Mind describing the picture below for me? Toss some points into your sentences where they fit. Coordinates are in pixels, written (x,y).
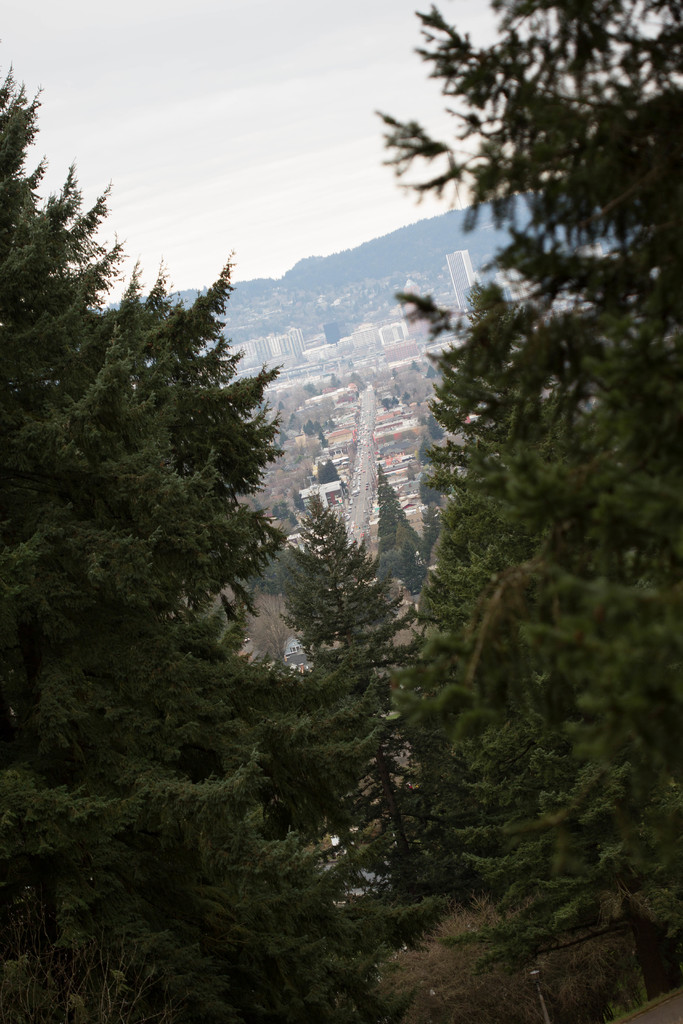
In this image there are trees (516,645). At the center of the image (396,348) there are buildings (380,410) and mountains (287,314). In the background (274,129) there is a sky (275,154).
